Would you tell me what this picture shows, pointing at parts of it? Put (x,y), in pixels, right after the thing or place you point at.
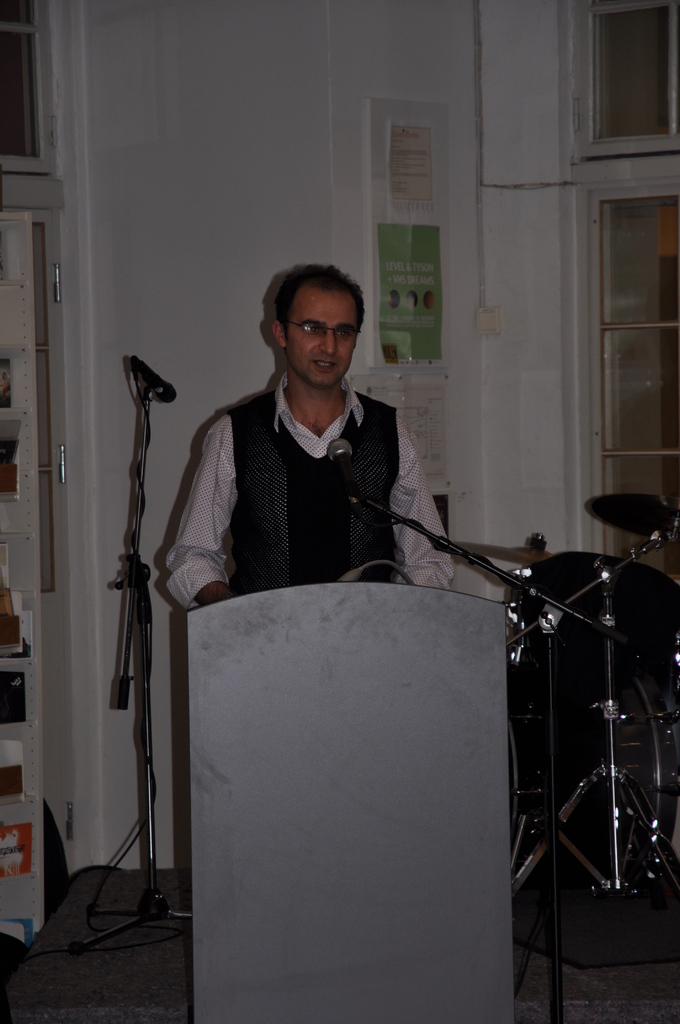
In this picture I can see a man (255,449) standing in front of a podium (301,620) and I can see 2 mics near to him. On the right side of this picture (523,641), I can see a musical instrument (662,656). In the background (420,394) I can see the wall (178,359) and I can see the posters (421,235) on it. On the left bottom of this picture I can see few wires (137,925).
